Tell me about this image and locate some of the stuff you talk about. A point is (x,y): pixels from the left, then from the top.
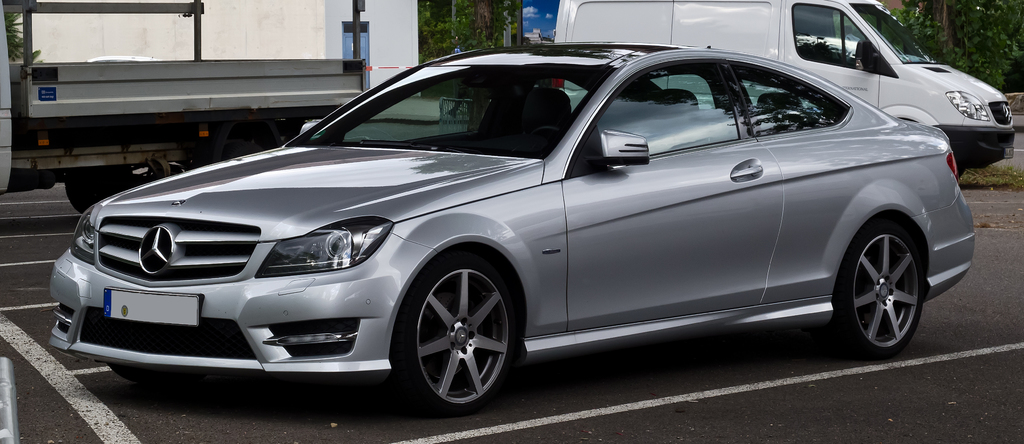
In this picture we can see a car (596,259) in the front (691,220), on the right side (713,22) there is a van (883,87), we can see trees (975,40) in the background (986,34), we can see a wall (387,22) here.
